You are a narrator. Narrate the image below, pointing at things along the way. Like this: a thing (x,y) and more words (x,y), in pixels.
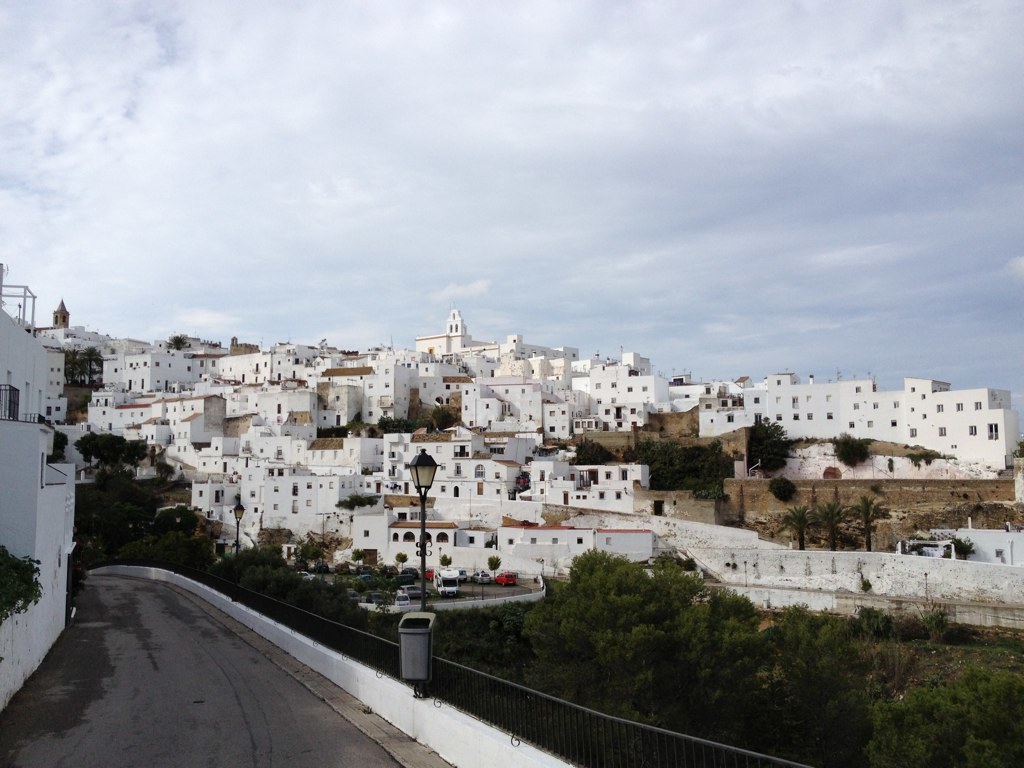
This picture is clicked outside the city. At the bottom of the picture (198,693), we see road (278,700) and street lights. In the middle of the picture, we see vehicles (402,601) parked in a parking lot (475,581). There are many trees (568,617) and buildings (458,470) in the background (552,526). At the top of the picture (538,155), we see the sky (501,191).
